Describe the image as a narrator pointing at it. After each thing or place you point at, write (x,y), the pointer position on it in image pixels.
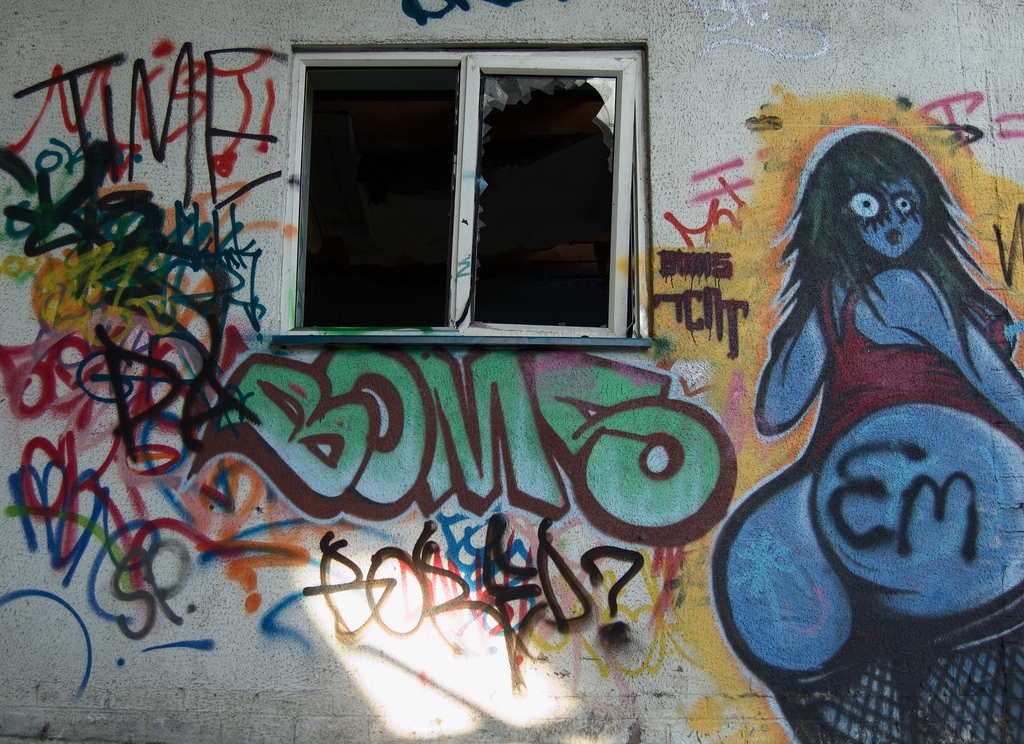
In this picture we can observe a wall (698,422) and there is a window (523,219). We can observe graffiti art (193,248) on the wall (147,484). There are different colors on the white color wall (123,612).
